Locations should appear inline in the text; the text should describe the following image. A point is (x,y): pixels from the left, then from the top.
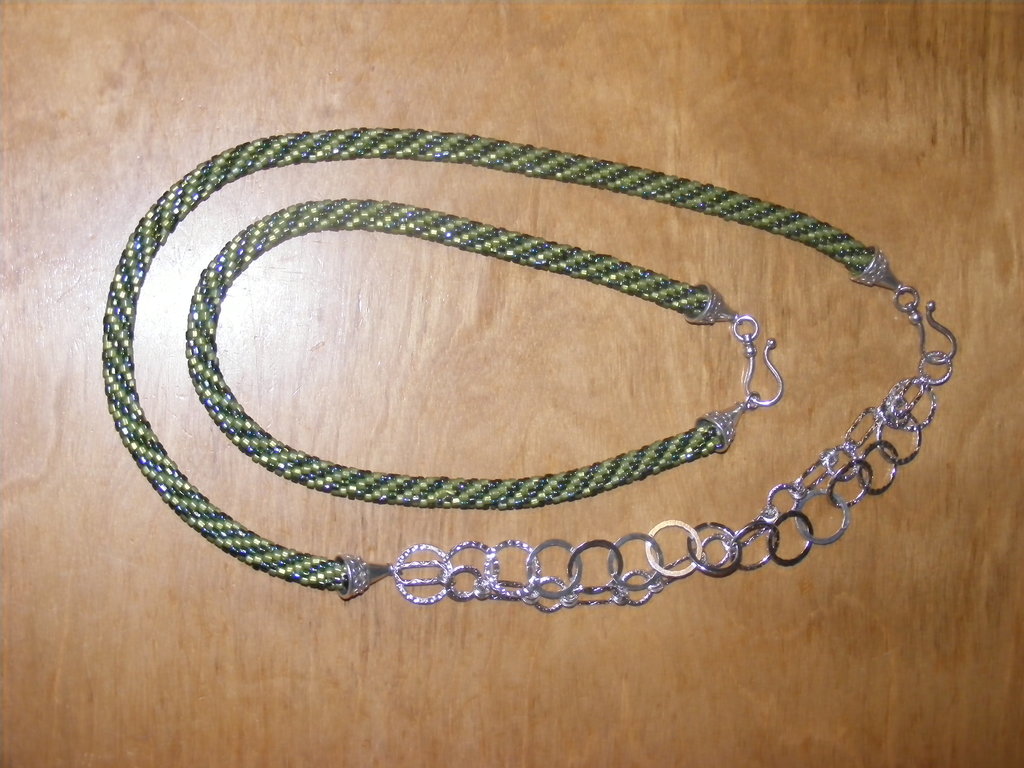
In the center of the image (368,509) we can see chains (181,485) placed on the table (520,655).
